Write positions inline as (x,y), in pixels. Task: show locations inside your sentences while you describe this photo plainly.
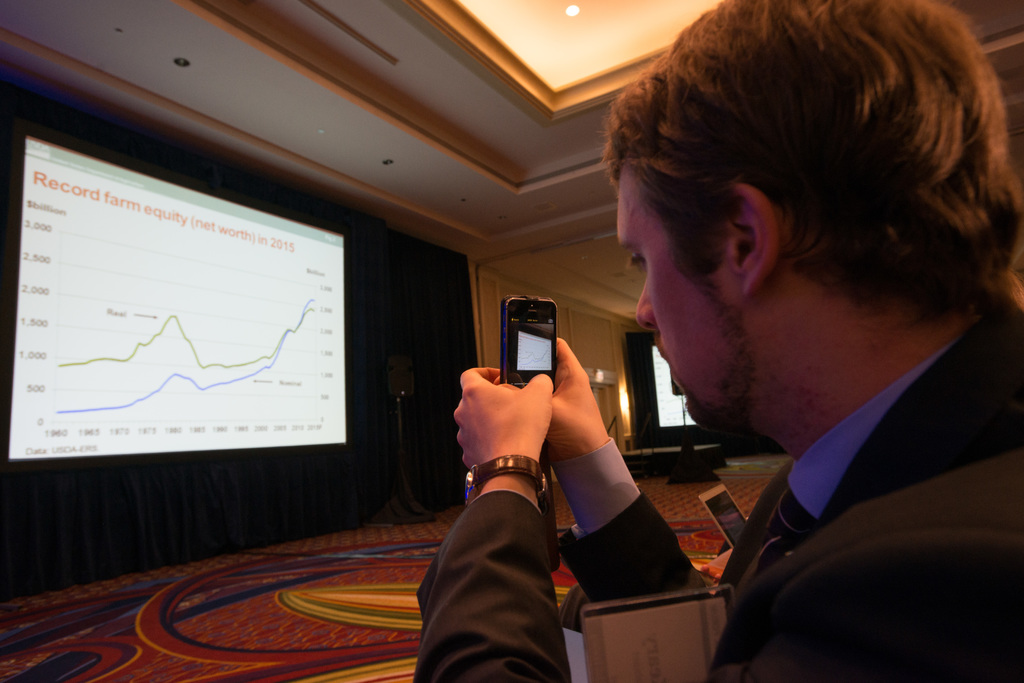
In this image I can see the person (684,552) wearing the blazer (830,551) and holding the mobile (514,349). In-front of the person (477,459) I can see the screen (216,381) to the black wall (369,302). In the top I can see the lights (575,9).
